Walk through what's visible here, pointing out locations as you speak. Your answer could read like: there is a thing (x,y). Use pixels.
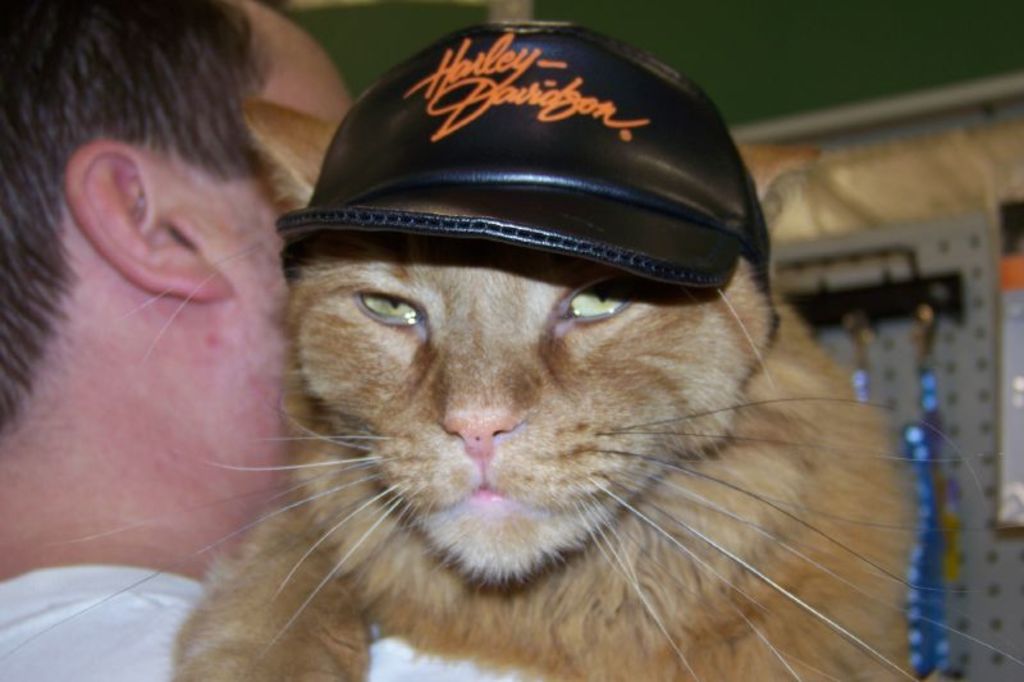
This image consists of a man (120,458) and a cat (644,533). That man (38,125) is holding that cat (591,375). There is a cap (475,172) on cats head (588,276). Man (141,559) is wearing white color t-shirt (142,628).
